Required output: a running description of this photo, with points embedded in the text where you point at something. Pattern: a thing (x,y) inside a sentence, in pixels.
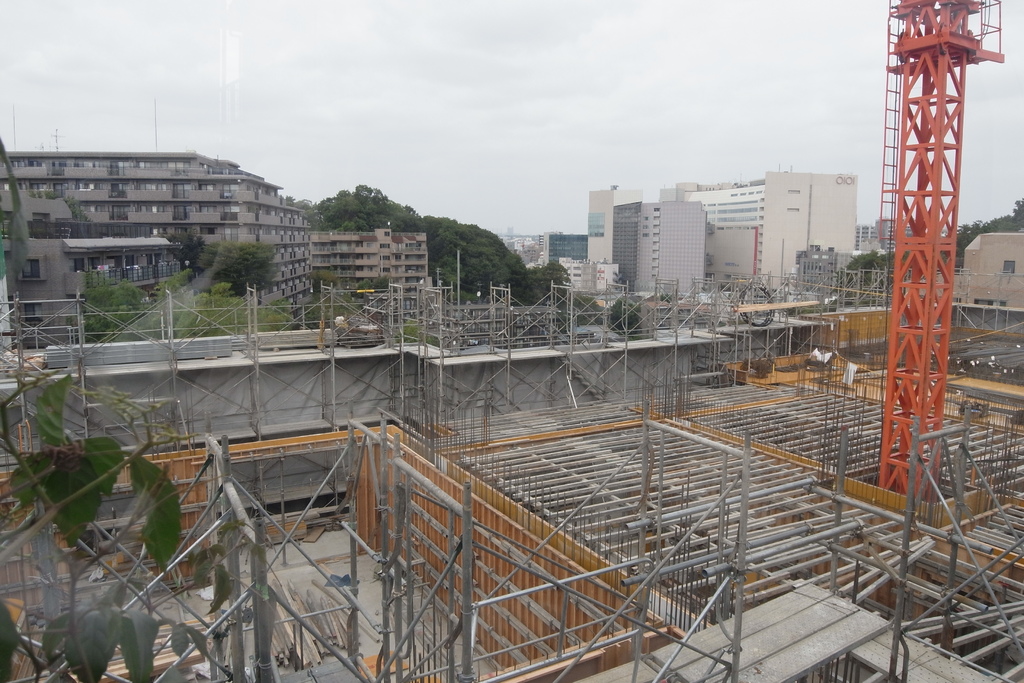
This image consists of many buildings (5,201). At the bottom (519,498), we can see iron rods (787,477) and wooden sticks (585,620). At the top (298,52), there are clouds (514,86) in the sky (537,103). On the right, we can see a tower (899,263) made up of metal (894,435).
